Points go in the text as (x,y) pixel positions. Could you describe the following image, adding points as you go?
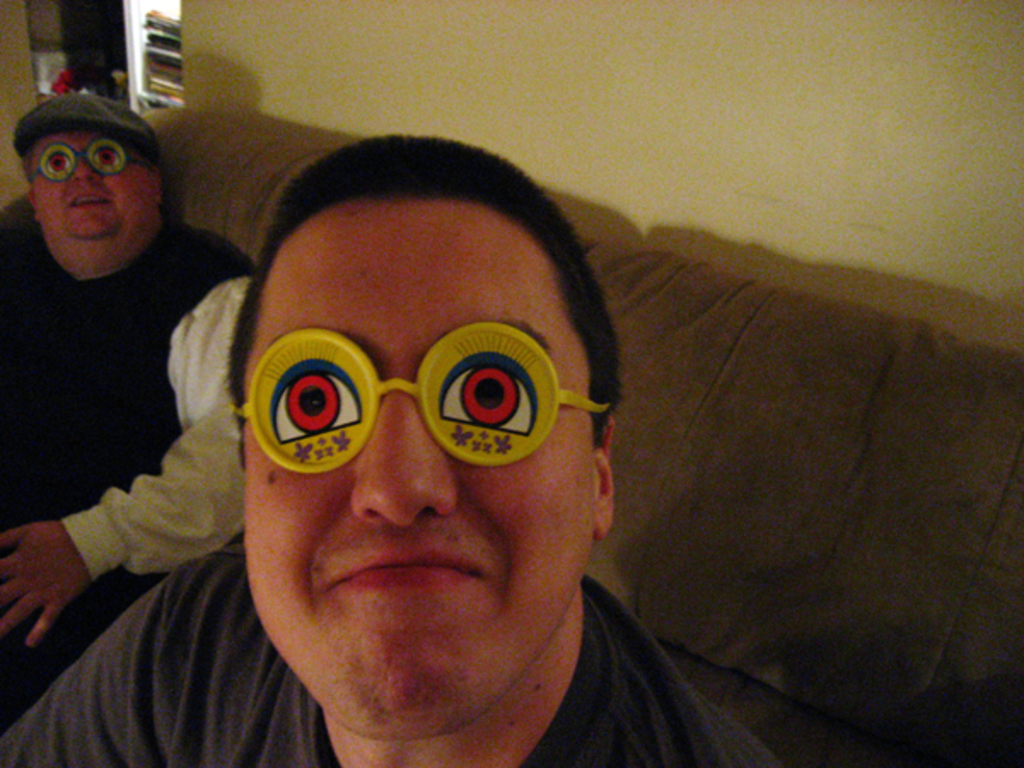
In the image we can see there are people (312,513) sitting on the sofa (675,357) and they are wearing plastic toy goggles (285,391). Behind there is a wall (417,89).
